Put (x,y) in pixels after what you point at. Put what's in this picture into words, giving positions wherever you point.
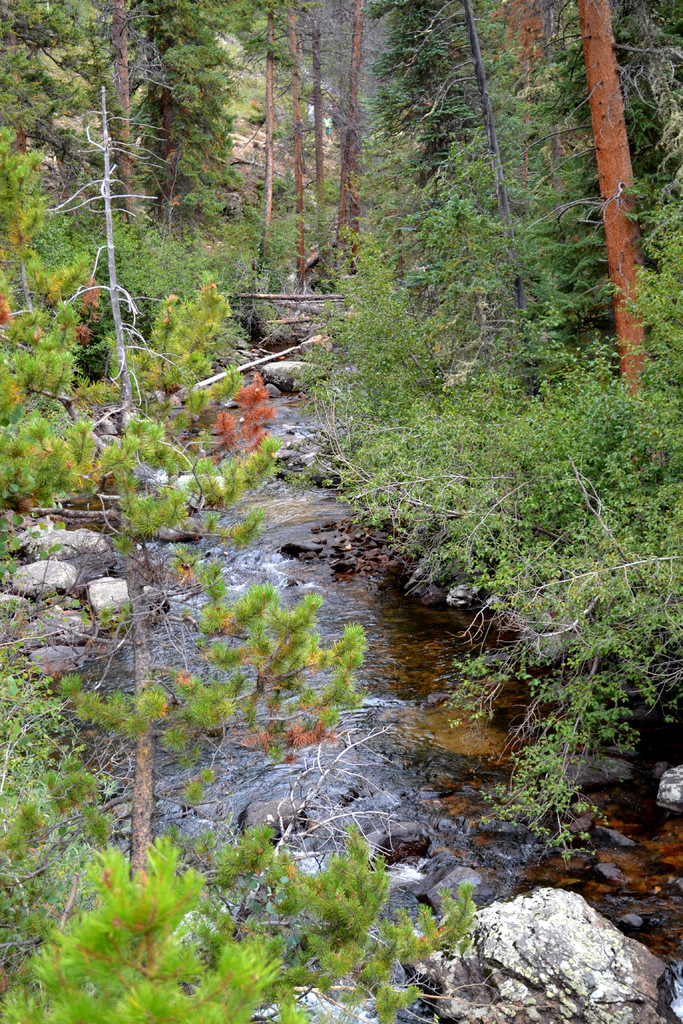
In this picture we can see water flow (483,774). In the back (160,18) we can see many trees (31,95). On the bottom (233,996) we can see plants (271,1020) and stones (53,527).
